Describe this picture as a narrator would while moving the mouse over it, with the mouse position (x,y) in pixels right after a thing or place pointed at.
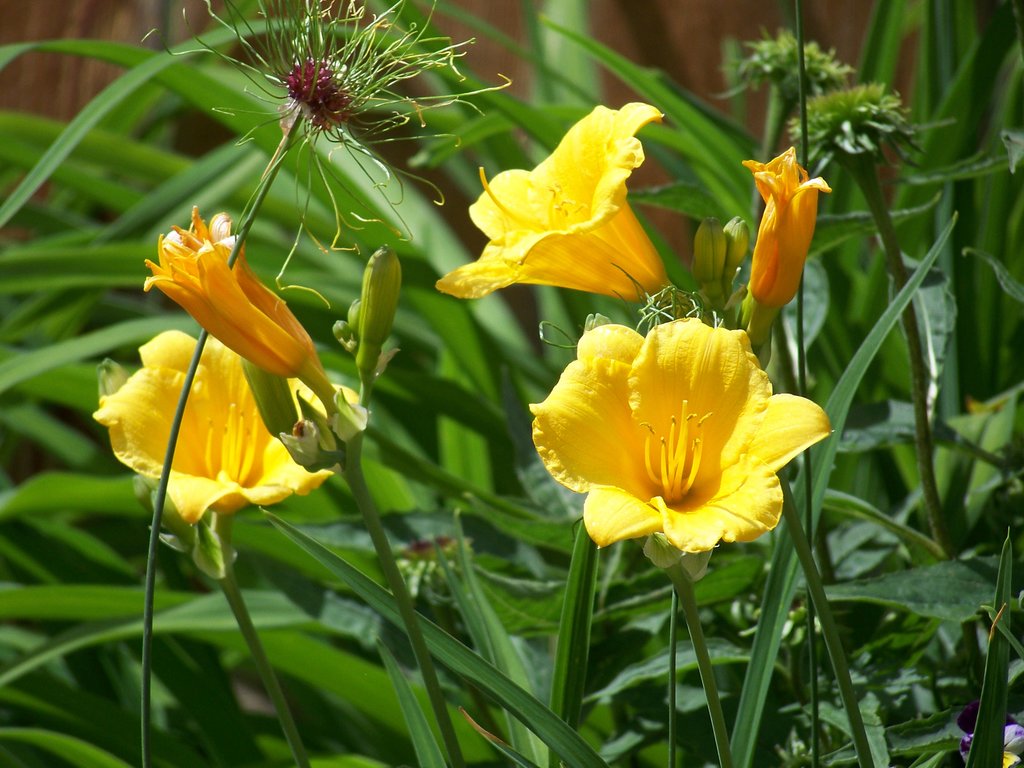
In the image we can see some flowers (355,107). Behind the flowers (638,104) there are some plants (666,103).
